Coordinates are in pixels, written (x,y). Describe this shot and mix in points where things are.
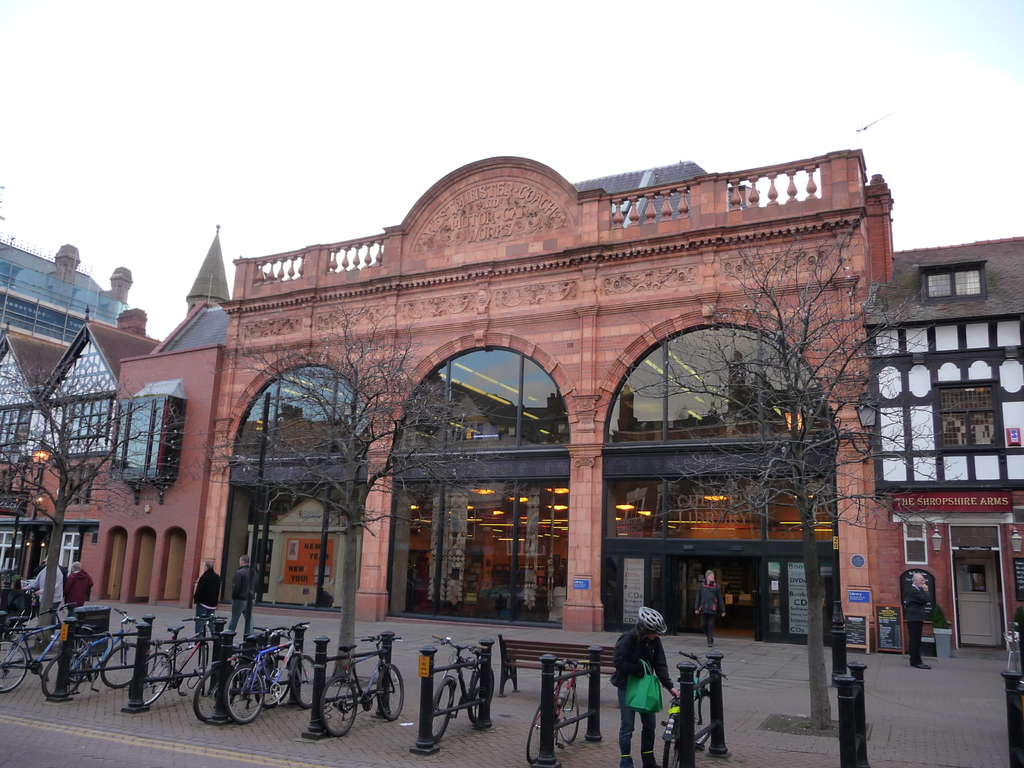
In this image we can see some persons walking through the footpath (611,754) there are some bicycles (235,705) which are parked there are some poles (143,691) and trees (52,551) and in the background of the image (234,387) there are some buildings (319,393) and top of the image (400,89) there is clear sky (590,42).
